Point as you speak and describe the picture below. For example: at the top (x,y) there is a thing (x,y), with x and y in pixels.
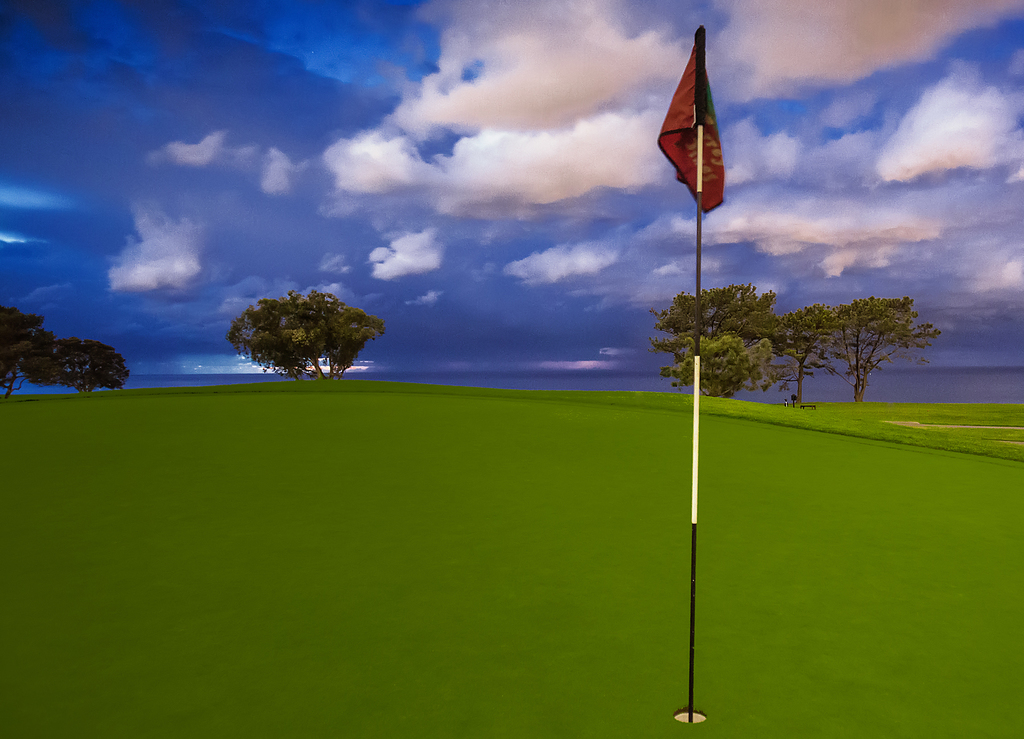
In this image it seems like a golf ground (271,537) where there is a stick (700,328) in the middle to which there is a flag (673,155). In the background (713,323) there are trees (804,343). At the top (318,81) there is the sky (359,97). At the bottom (684,708) there is small hole (689,719) in the ground (656,715).
